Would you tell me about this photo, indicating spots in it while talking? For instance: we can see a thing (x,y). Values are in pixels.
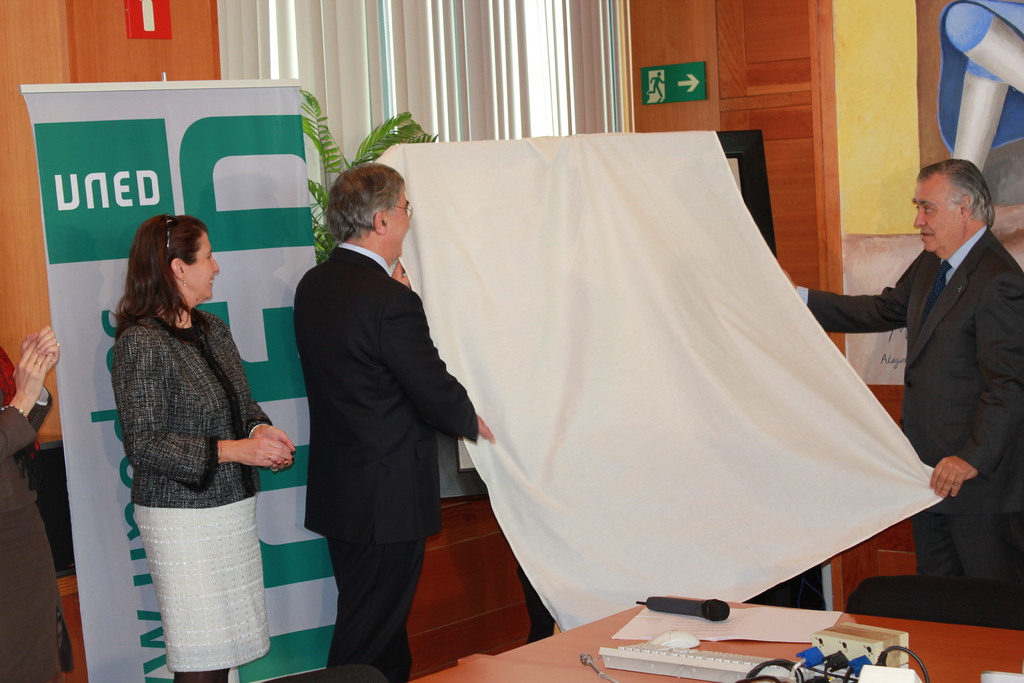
In this picture we can see three persons (357,501) standing on the floor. These two are holding a cloth (633,541). This is the table (551,671), On the table (540,665) there is a keyboard (614,656), mouse (671,639) and a paper (759,632). And this is the mike (708,605). Here we can see some electronic device (890,644). And there is a banner (223,155) and in the background (61,46) there is a wall (62,61), and this is the sign board (657,91).
